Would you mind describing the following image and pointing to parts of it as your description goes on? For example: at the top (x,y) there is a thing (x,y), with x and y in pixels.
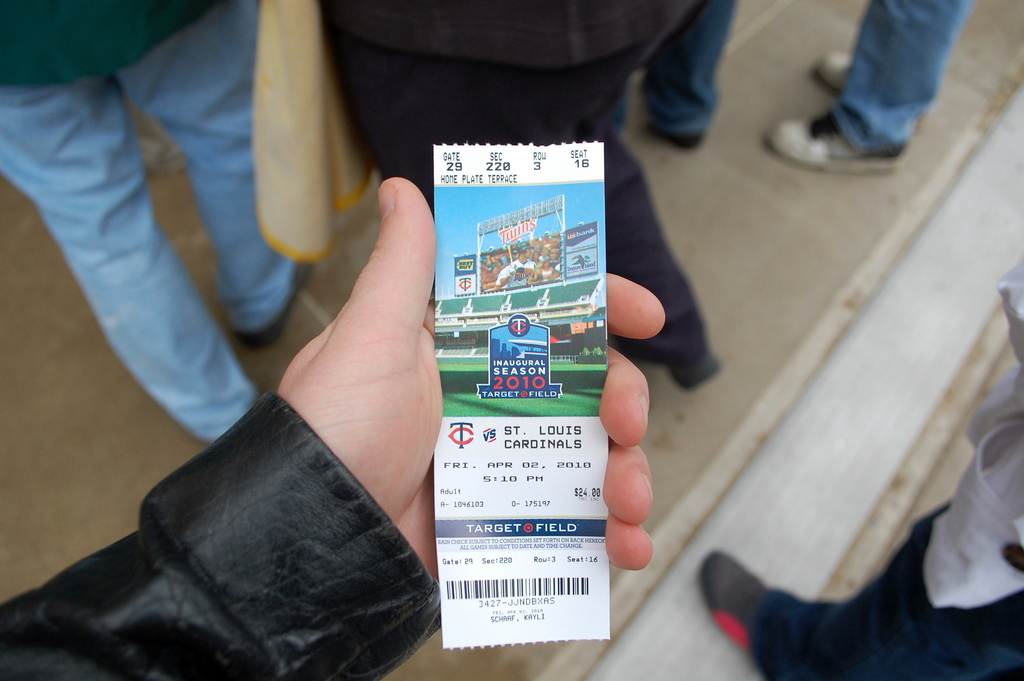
In this picture I can see a paper (530,461) in a person's hand (378,419). On the paper (453,398) I can see picture (563,401) of a stadium (556,362) and some names (505,539) printed on it. In the background (186,401) I can see group of people (401,122) are standing on the ground (5,580).
